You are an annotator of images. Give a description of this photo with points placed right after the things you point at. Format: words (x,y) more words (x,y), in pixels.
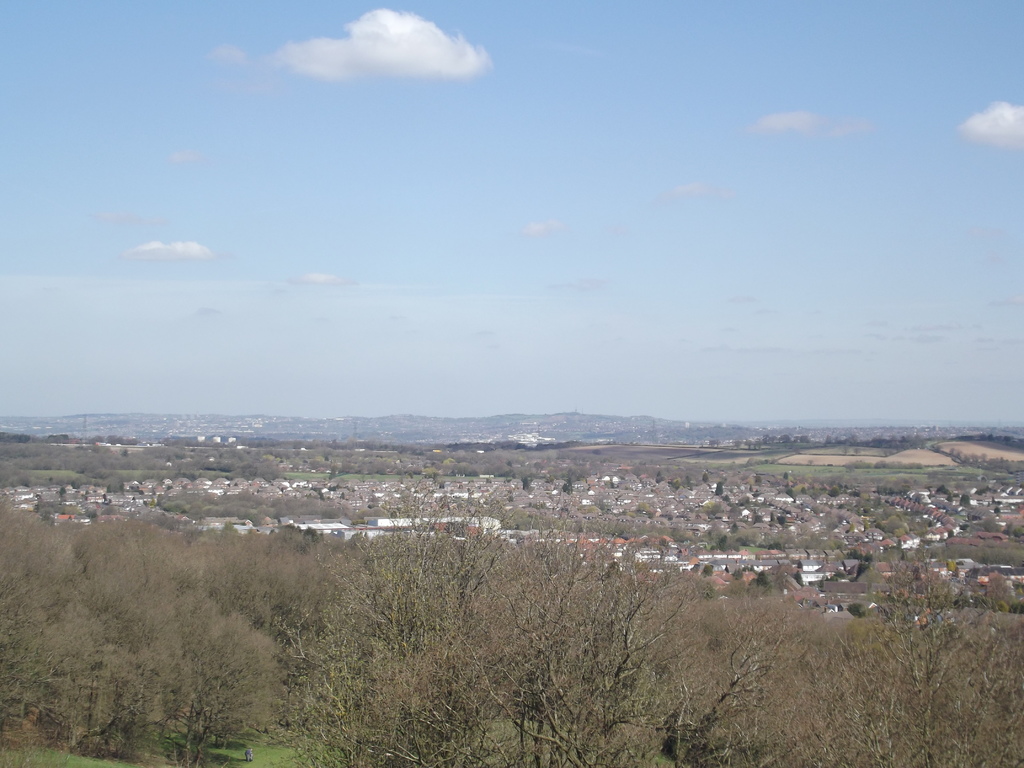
In this image at the bottom (861,667) there are some trees (855,664) and grass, and in the background (314,520) there are mountains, trees (27,458) and buildings (862,541). At the top (323,81) there is sky (464,184).
